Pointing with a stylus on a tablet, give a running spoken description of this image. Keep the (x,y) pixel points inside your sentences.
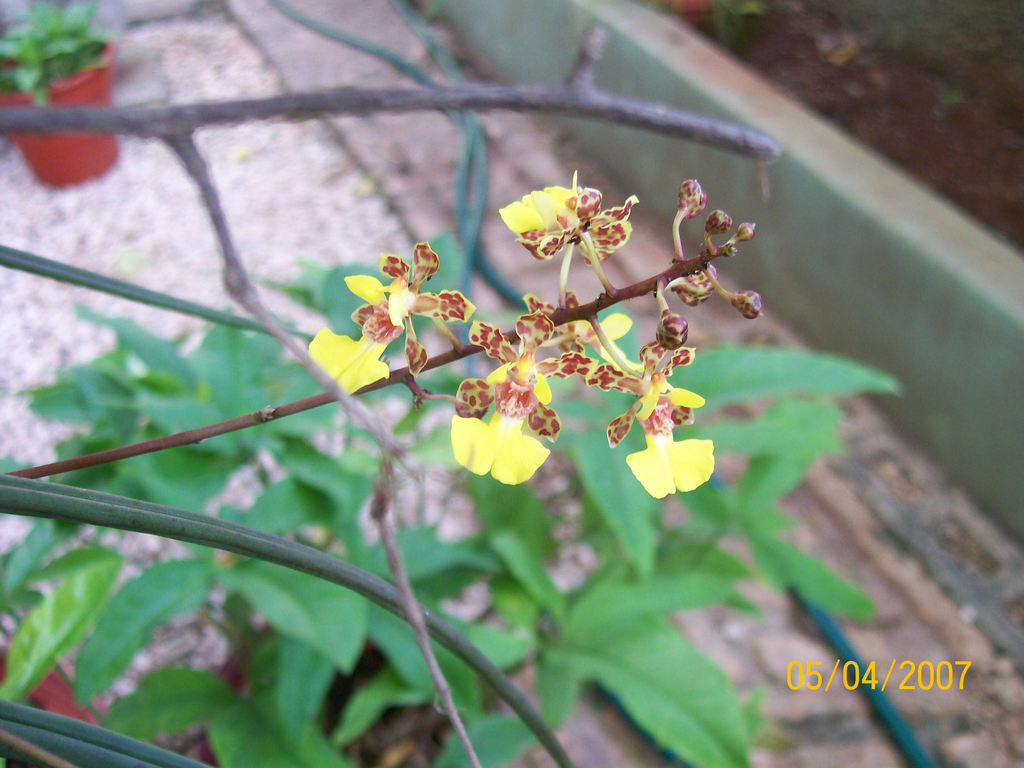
In the center of the image (392,293) we can see flowers (566,328) and plants (211,527). In the background (93,51) we can see house plant (79,63).
